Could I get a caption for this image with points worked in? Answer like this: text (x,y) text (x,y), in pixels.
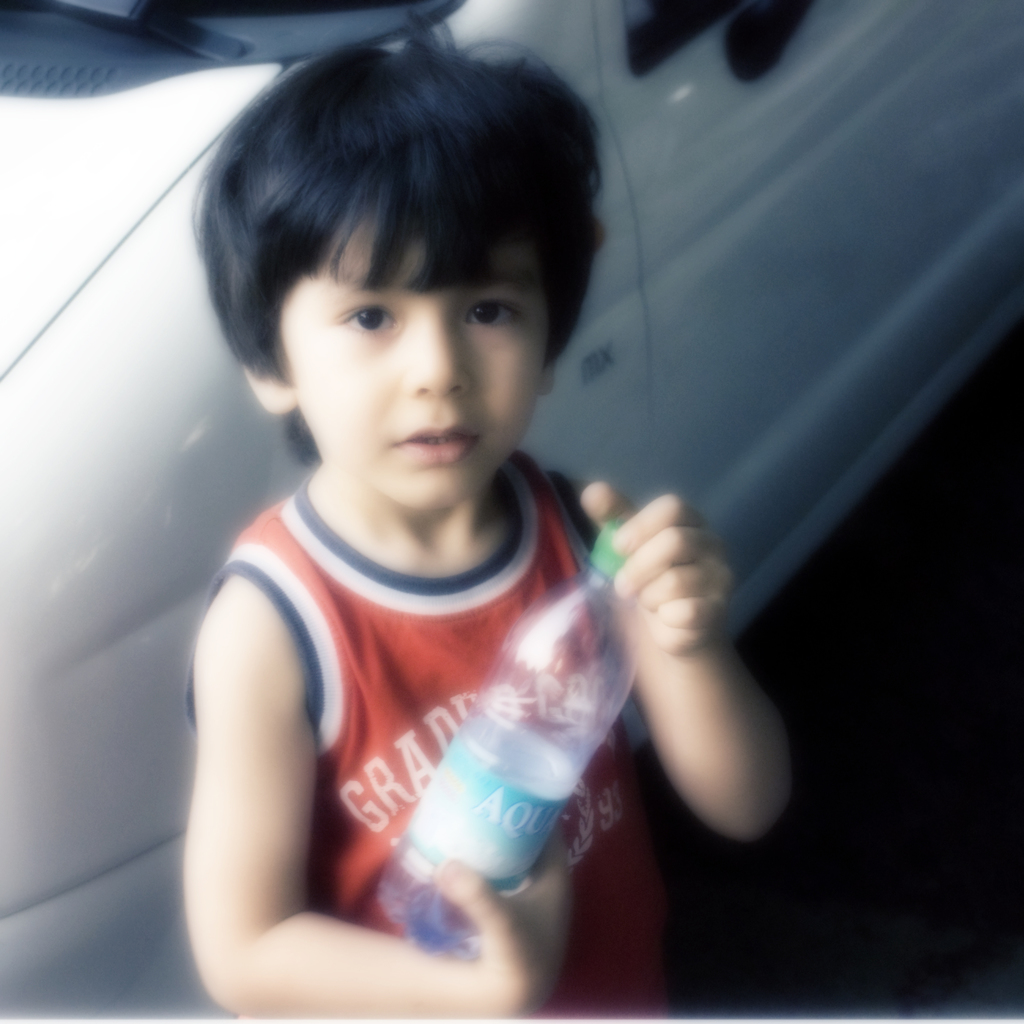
In the image we can see there is a kid (430,980) standing and holding water bottle (534,754) in his hand (458,884). Behind him there is a car (653,338).
